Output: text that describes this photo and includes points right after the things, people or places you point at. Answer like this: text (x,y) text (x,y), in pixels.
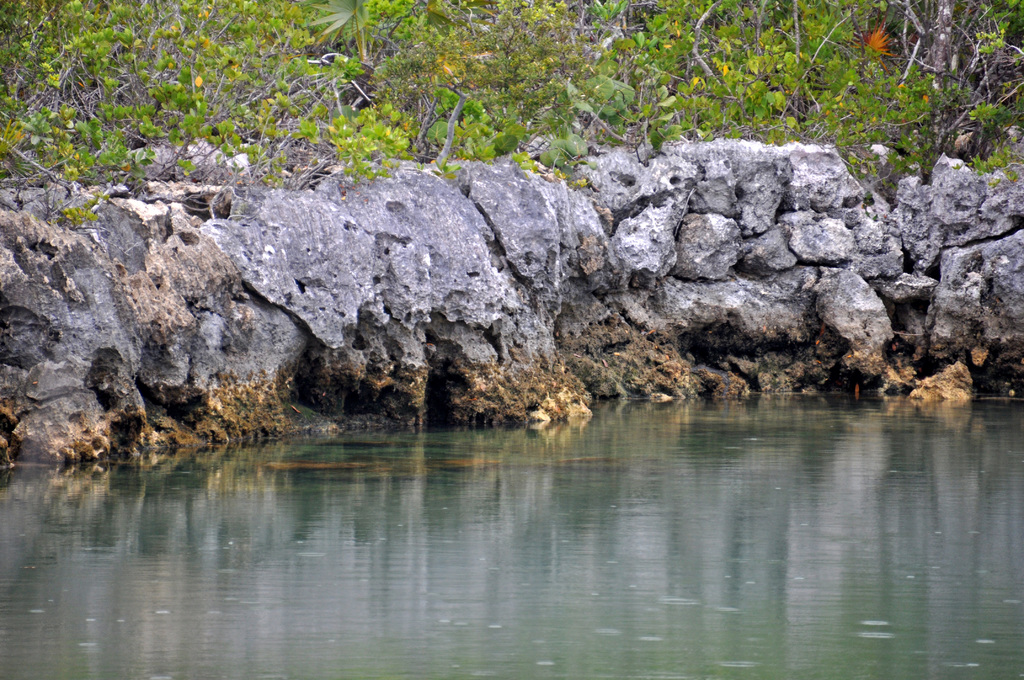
In this image we can see the trees (535,116), rocks (465,264) and water (666,607).
